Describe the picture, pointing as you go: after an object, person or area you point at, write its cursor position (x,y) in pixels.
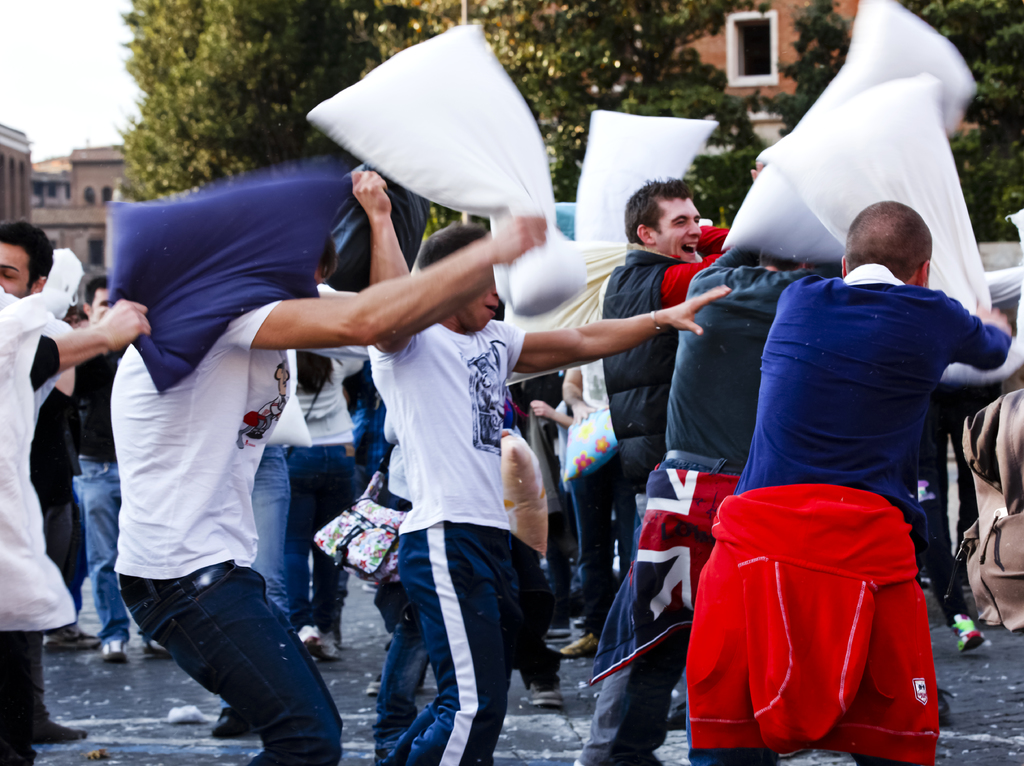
In this image there are group of persons (586,540) standing and playing with pillows (954,233). In the background (80,185) there are trees (297,74) and buildings (103,206).
